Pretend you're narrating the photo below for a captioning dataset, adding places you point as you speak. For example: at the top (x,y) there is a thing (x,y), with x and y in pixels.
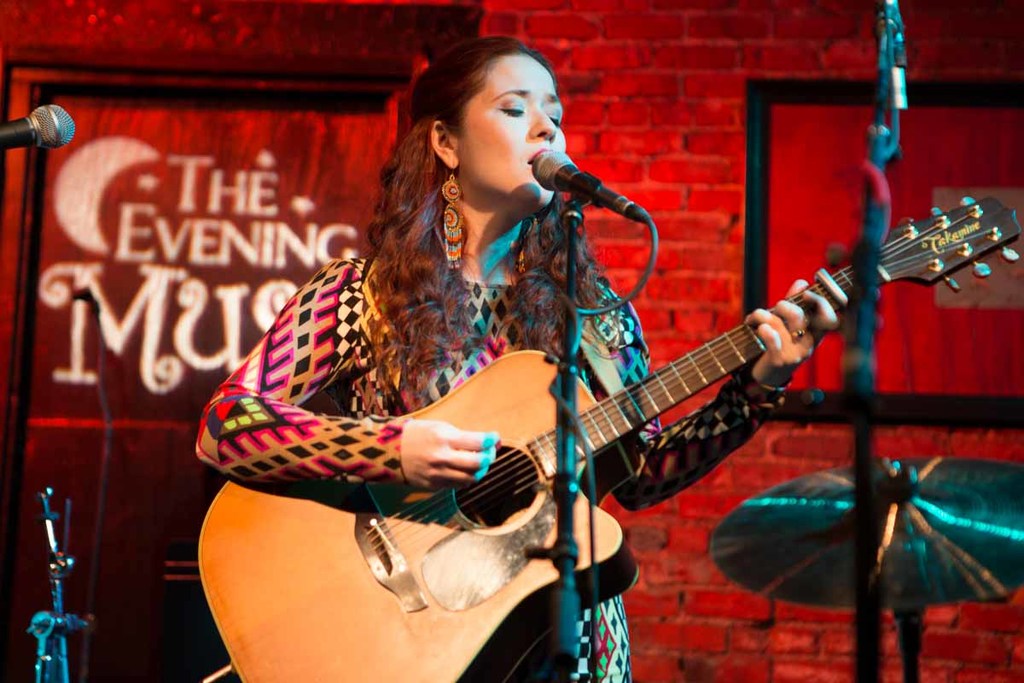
Here we can see a woman (384,191) standing and holding a guitar (491,398) in his hands (426,448), and she is singing, and in front (567,355) here is the microphone (599,189), and stand (572,431), and here is the wall (586,165).
